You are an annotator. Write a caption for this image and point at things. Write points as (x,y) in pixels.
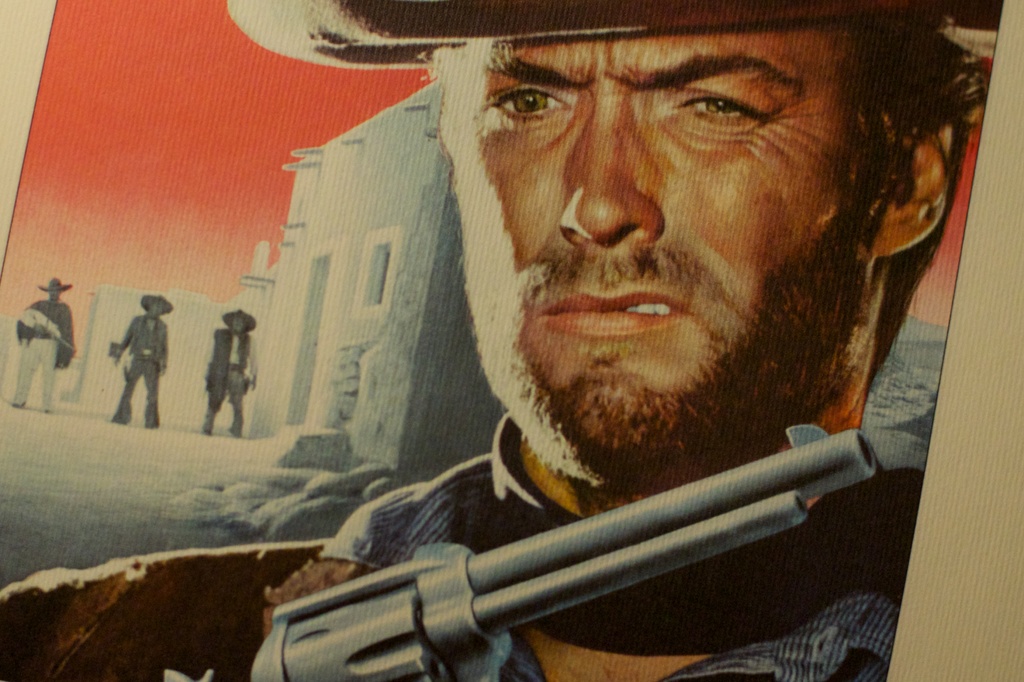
In this image I can see a poster (756,372) in front (687,12), on which I can see a man (549,224) holding a gun (272,675) and in the background (276,379) I can see few buildings (332,229) and 3 persons (48,317) standing.
